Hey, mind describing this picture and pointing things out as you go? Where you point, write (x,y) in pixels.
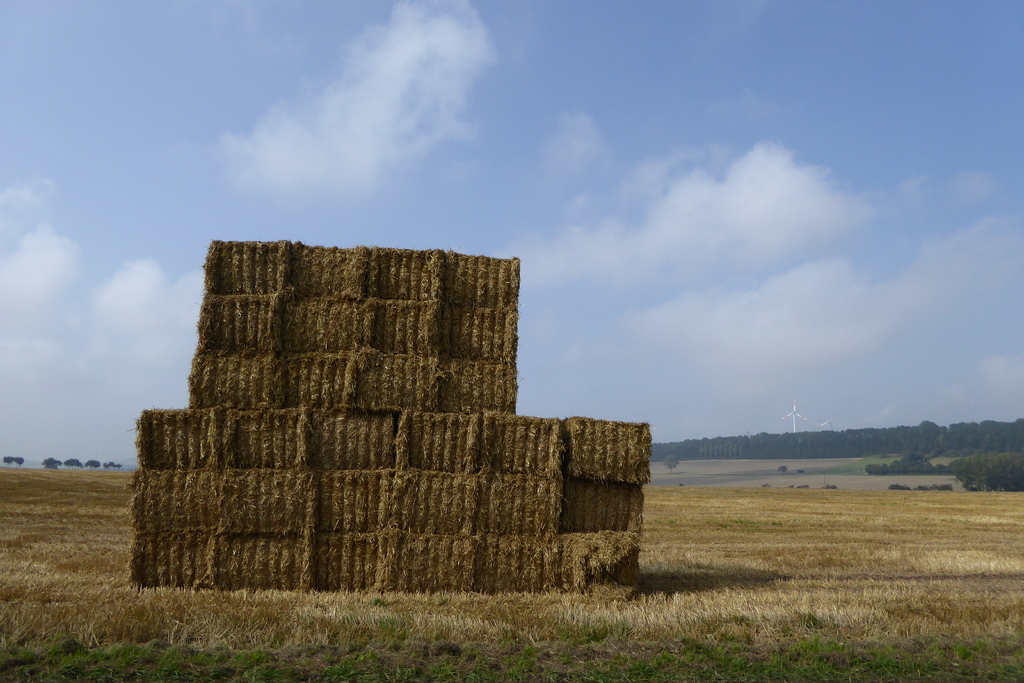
In this image I can see the hay (378,429). In the background (730,448), I can see the trees (908,451) and clouds (284,157) in the sky (75,243).
